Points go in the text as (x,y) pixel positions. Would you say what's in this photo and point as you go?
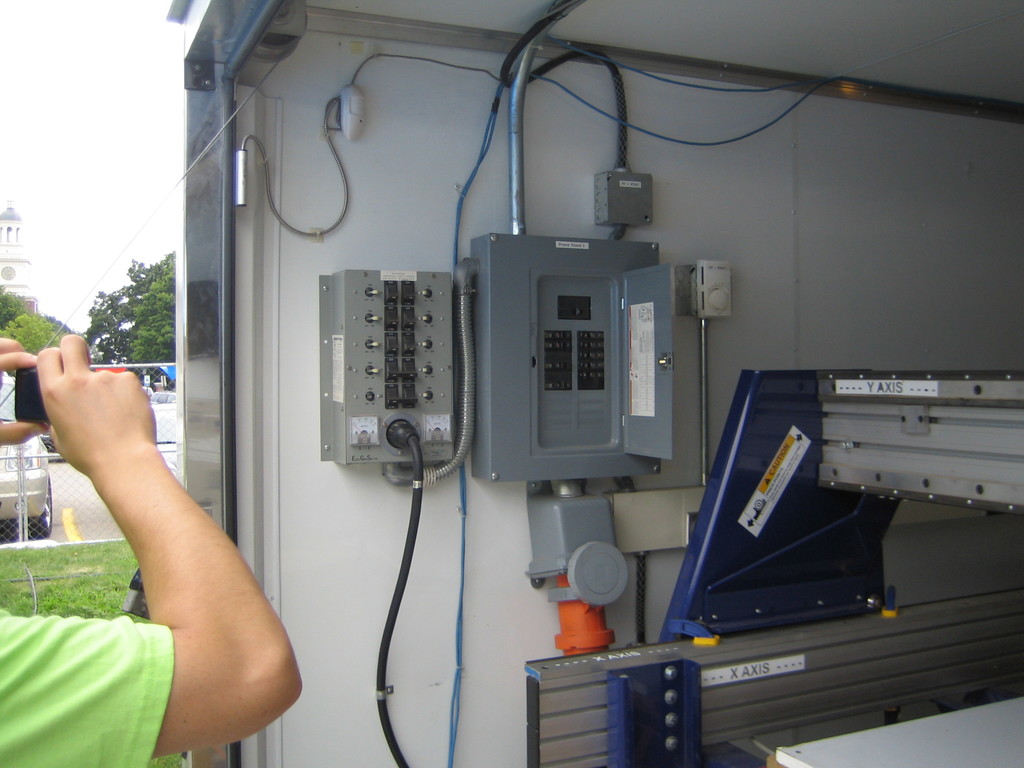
In the center of the image (487,362) we can see electrical cabinets (338,371) on the wall (305,525). In the background (46,560) we can see building (17,268), trees (31,332), vehicle (40,489), road (58,481), grass (41,606), person (42,619) and sky (75,81).
